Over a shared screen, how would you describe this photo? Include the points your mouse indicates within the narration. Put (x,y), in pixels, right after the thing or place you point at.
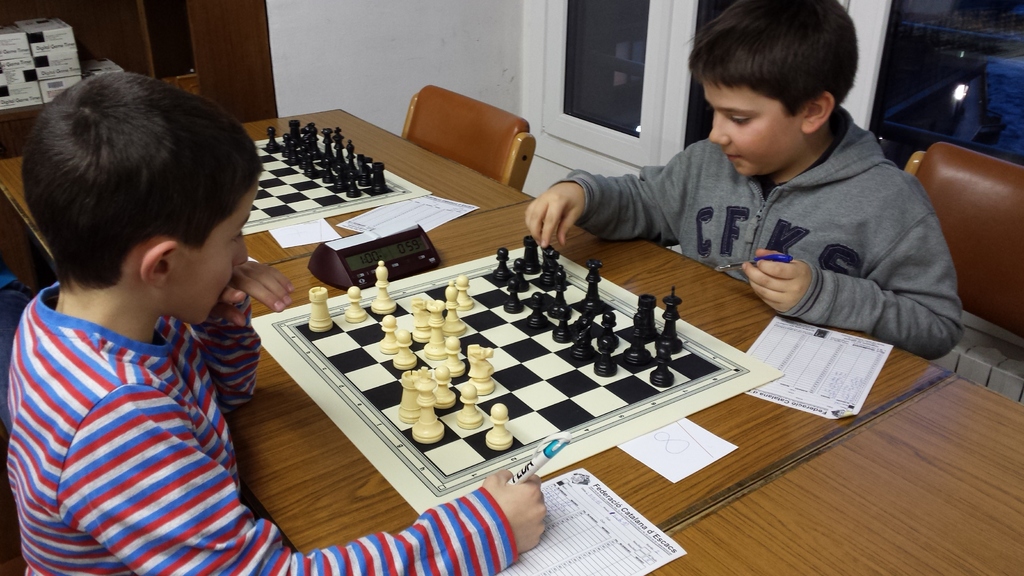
In this picture there are two kids (774,249) playing a chess (473,354) sitting on the chair (969,245) opposite each other. On the table (631,288) there are two chess boards (312,199), papers (361,215). The boy (262,568) at the left side (125,428) is holding a pen (511,483) in his hand (510,485). In the background (375,40) there are wall (324,40), white colour window (647,70).
